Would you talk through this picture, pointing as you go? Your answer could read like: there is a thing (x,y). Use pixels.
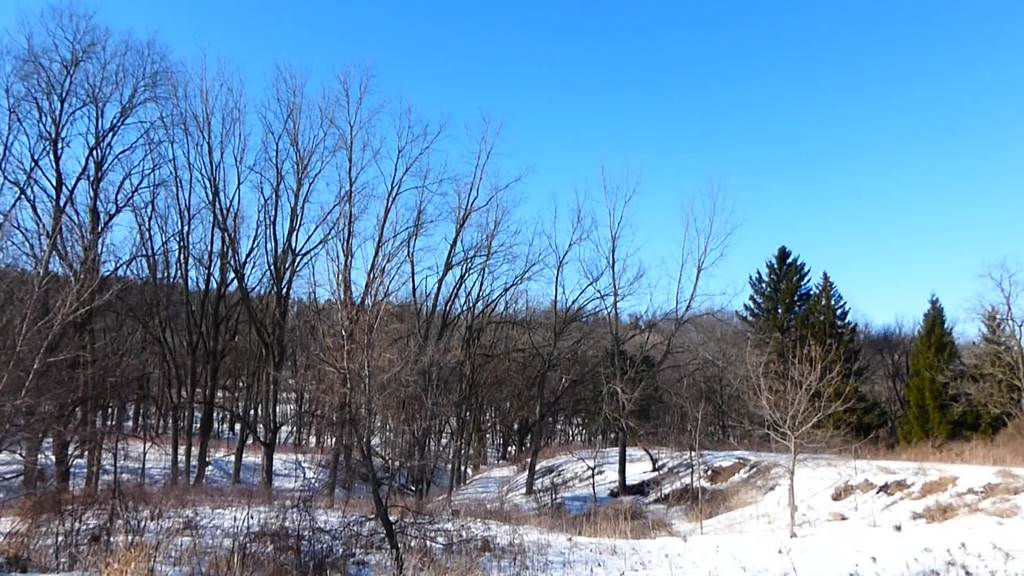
In this image we can see sky (475,75), trees (533,358), plants (441,533) and ground (653,536) covered with snow (796,504).
